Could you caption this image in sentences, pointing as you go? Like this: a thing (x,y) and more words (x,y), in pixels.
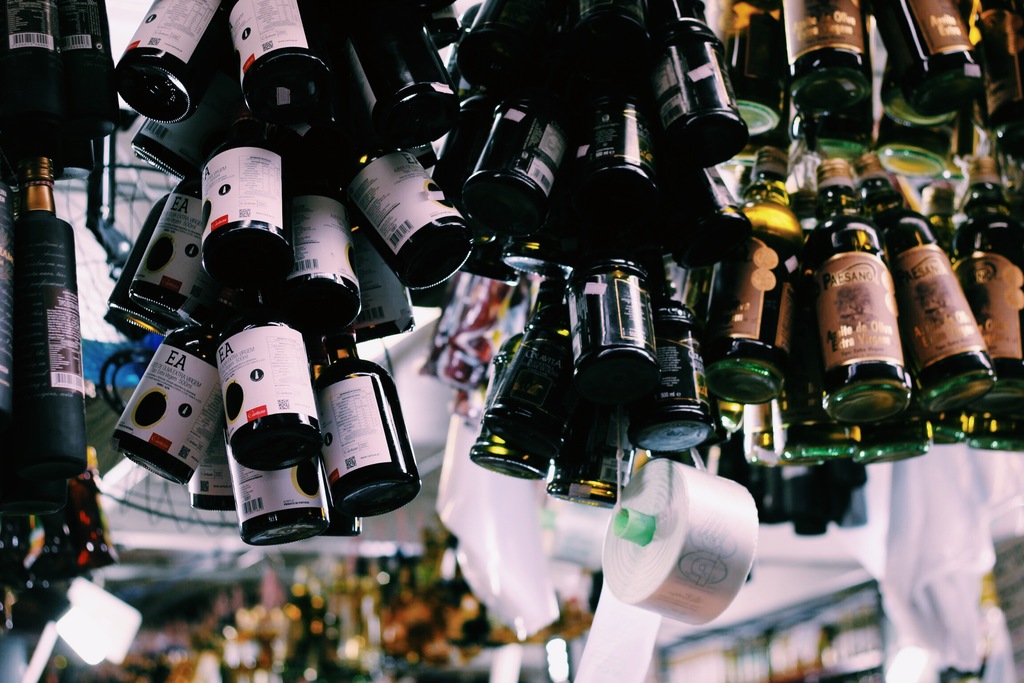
In this image there are some bottles (540,400) which are hanging, at the bottom (629,527) there is a tape (657,594) and in the background (462,598) there are some stores (432,629) and lights (127,617).
